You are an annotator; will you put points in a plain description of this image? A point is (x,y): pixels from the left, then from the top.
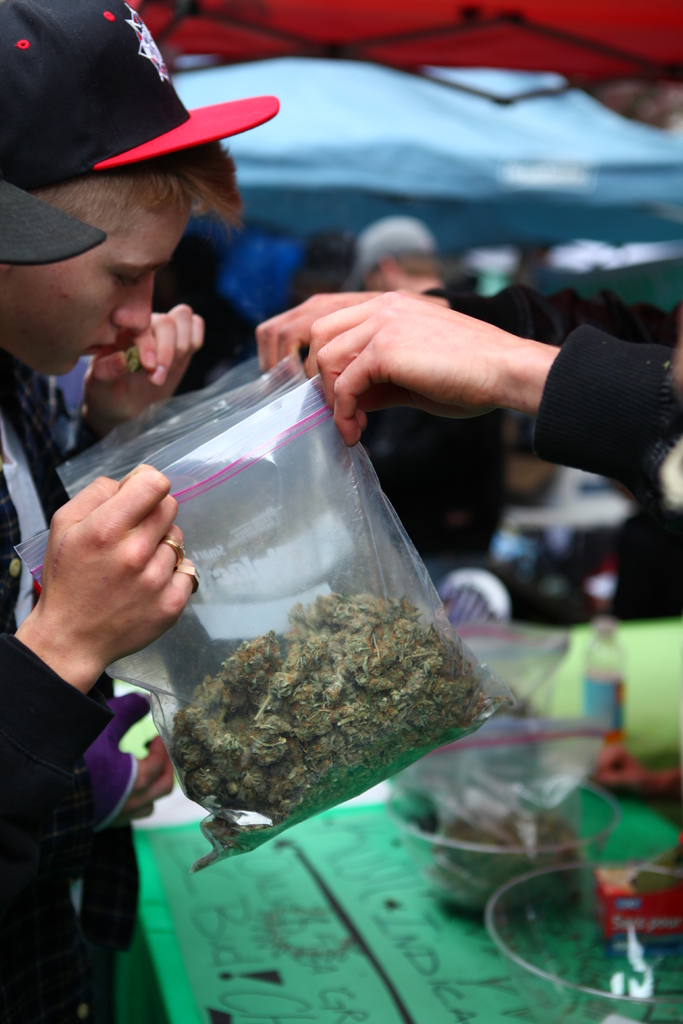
In the foreground of this image (69,704), there are persons (56,507) standing on the left side of the image (80,707). On the right side of the image (627,371), there is a person (334,355) holding a cover (277,452) in his hands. On the bottom of the image (381,948), there is a table (464,926) on which bowls (566,860), covers (485,802), and cardboard boxes (652,902) are placed. In the background (461,254), there are persons (309,275) and tents (458,87).
